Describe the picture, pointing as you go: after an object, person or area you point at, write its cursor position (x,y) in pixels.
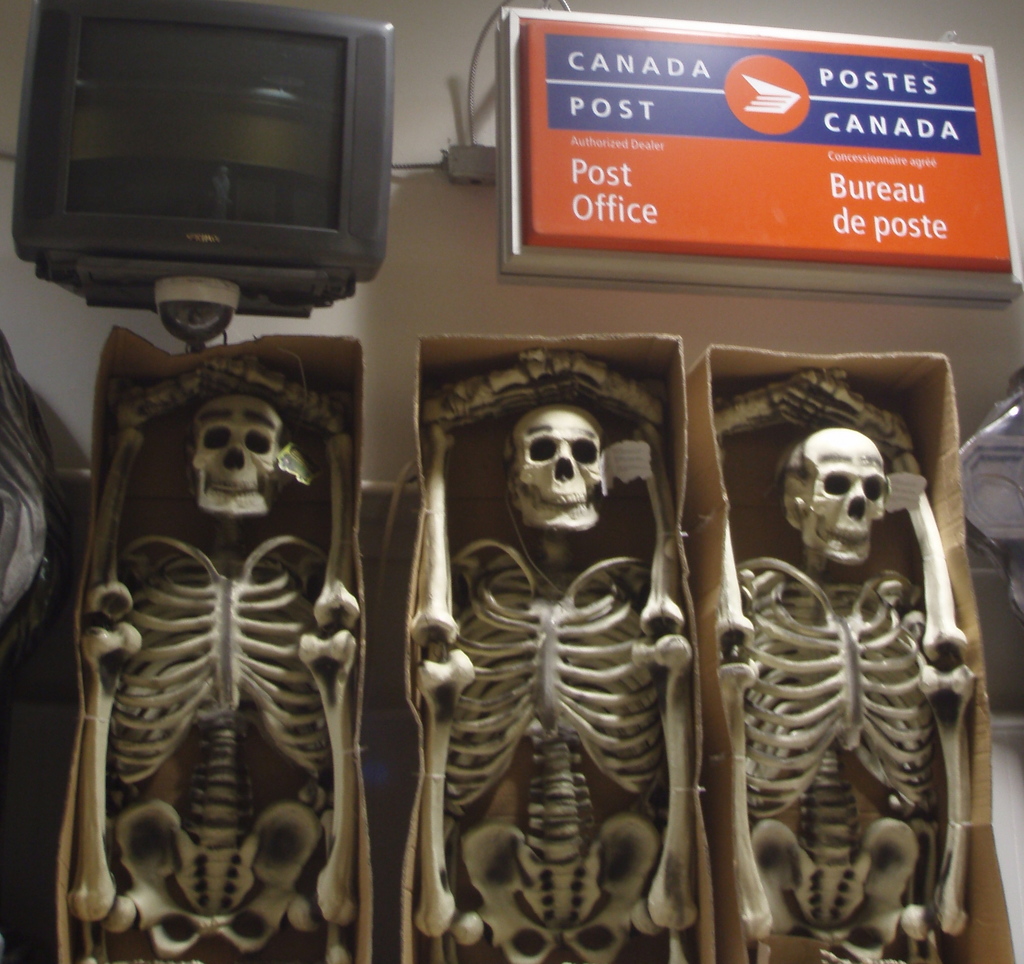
In this image we can see skeletons (431,490) in the boxes (416,412), beside that we can see television (274,108) and some text (653,73) written on the board (673,139).
